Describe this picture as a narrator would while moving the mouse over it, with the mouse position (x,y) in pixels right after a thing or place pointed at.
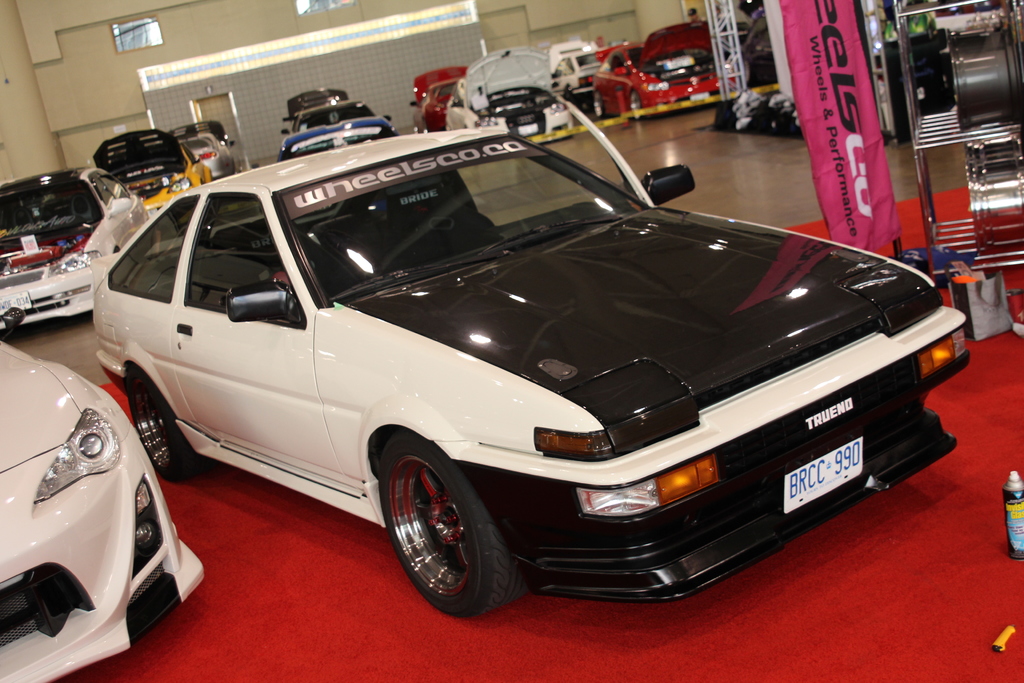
In this picture there is a car (684,296) in the center of the image (606,365) and there are other cars (152,147) in the background (134,142) area of the image, there is a rack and a flag (806,31) in the top right side of the image (860,155) and there are windows (136,42) and a door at the top side of the image (337,1).
